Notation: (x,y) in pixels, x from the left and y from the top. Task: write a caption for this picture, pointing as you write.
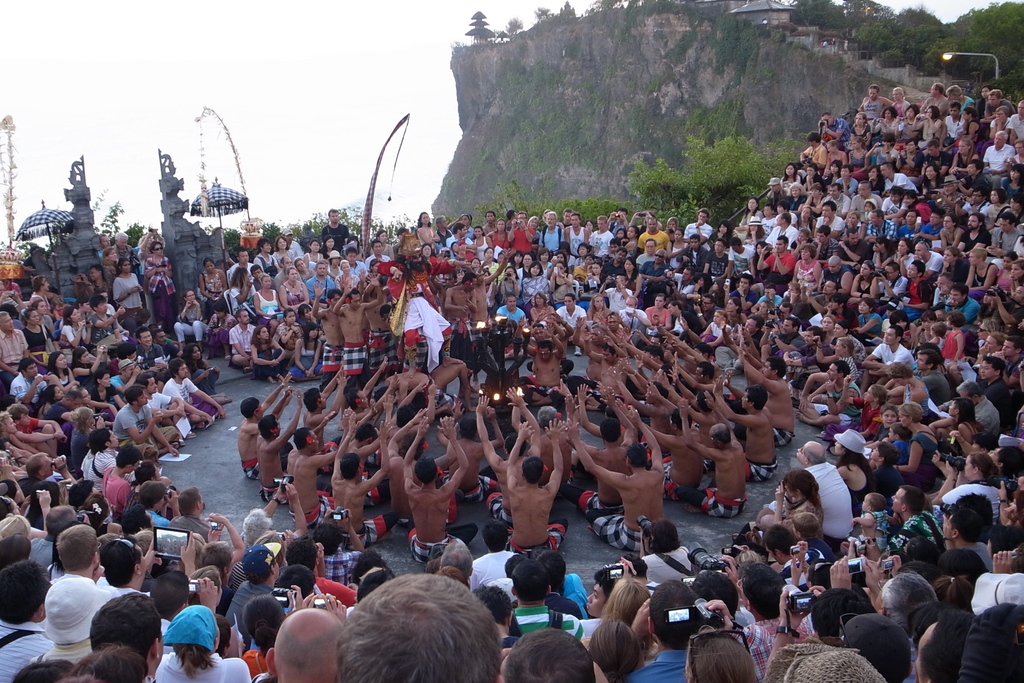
This image is taken outdoors. In the background (573,146) there is a big rock (602,142). There are a few houses (716,8) and there are many trees (682,203) and plants (922,33). There is a pole (955,53) with a street light (945,59). There are a few sculptures (178,238). There are two umbrellas (229,202). In the middle of the image (654,402) many people (687,659) are sitting and a few (403,292) are standing. Many people (885,591) are holding mobile phones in their hands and clicking pictures.
